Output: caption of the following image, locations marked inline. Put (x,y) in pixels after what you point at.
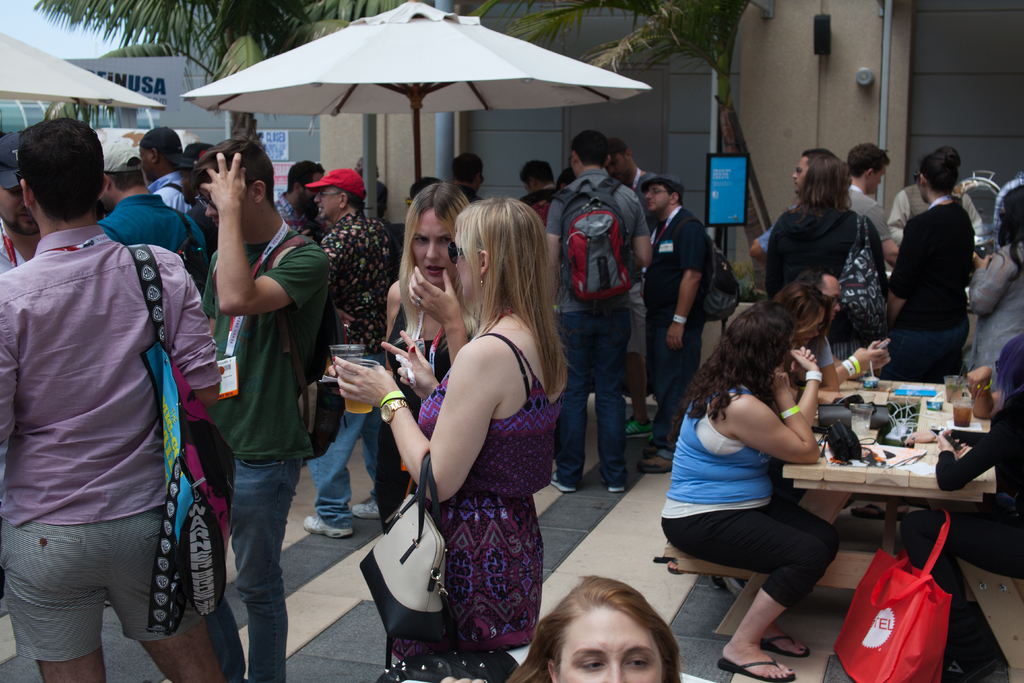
In this picture I can see group of people (871,176) standing, there are boards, umbrellas (11,54), there are few people (770,442) sitting, there are some objects (874,409) on the table (909,487), there are trees (228,74) and at the top left corner of the image (39,39) there is sky (42,25).
